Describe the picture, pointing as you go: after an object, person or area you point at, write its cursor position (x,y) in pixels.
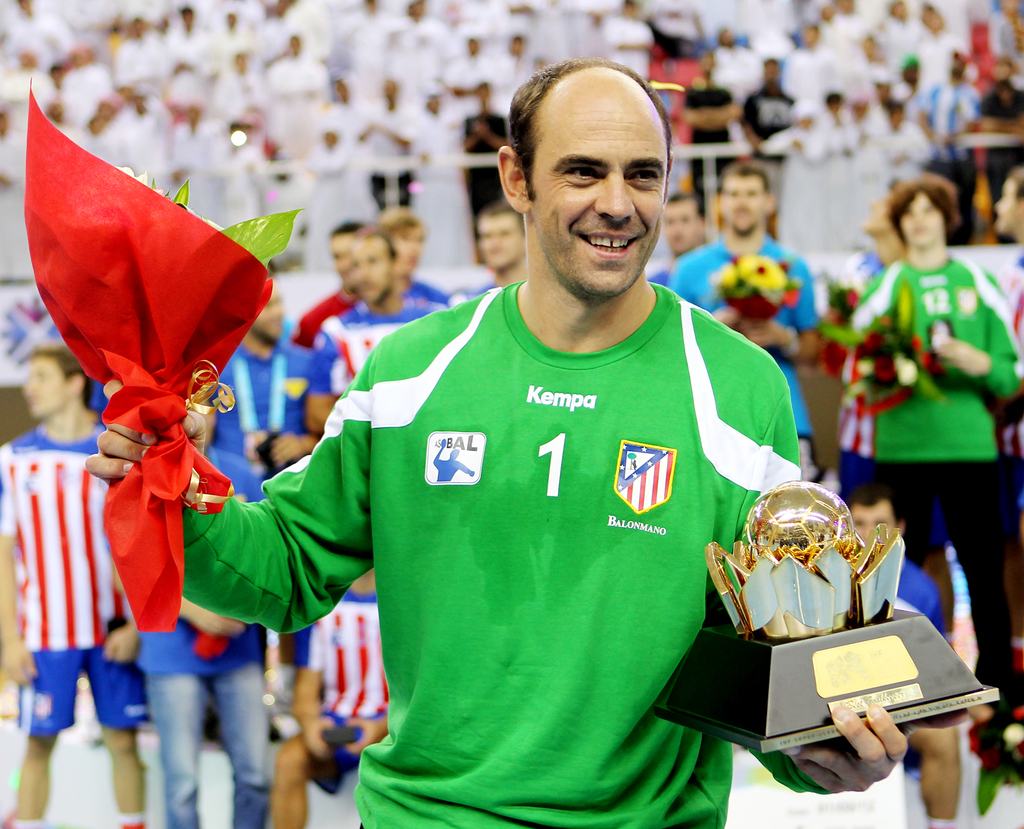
In the image there is a man (519,548) standing in the foreground (417,581), he is holding two objects (712,547) in his both hands (126,437) and behind him there are other players (934,287).
